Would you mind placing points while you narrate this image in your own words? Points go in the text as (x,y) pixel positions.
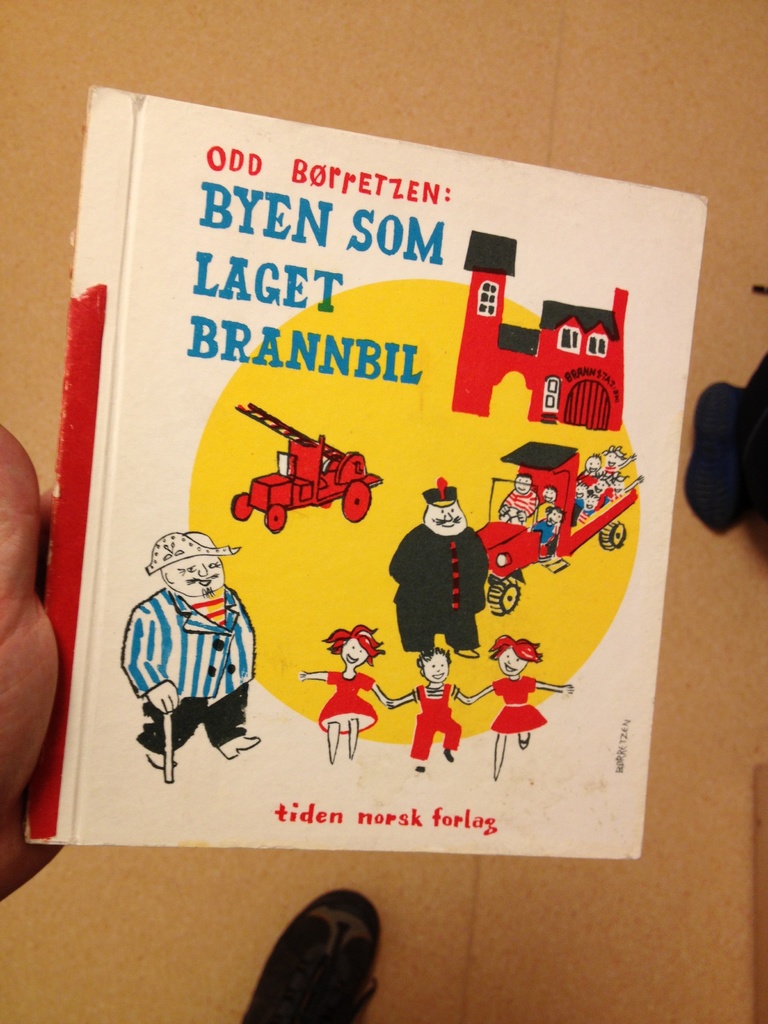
In this image I can see there is a person (1,716) holding a book (465,464) and there are few animated images (418,610) on it.
